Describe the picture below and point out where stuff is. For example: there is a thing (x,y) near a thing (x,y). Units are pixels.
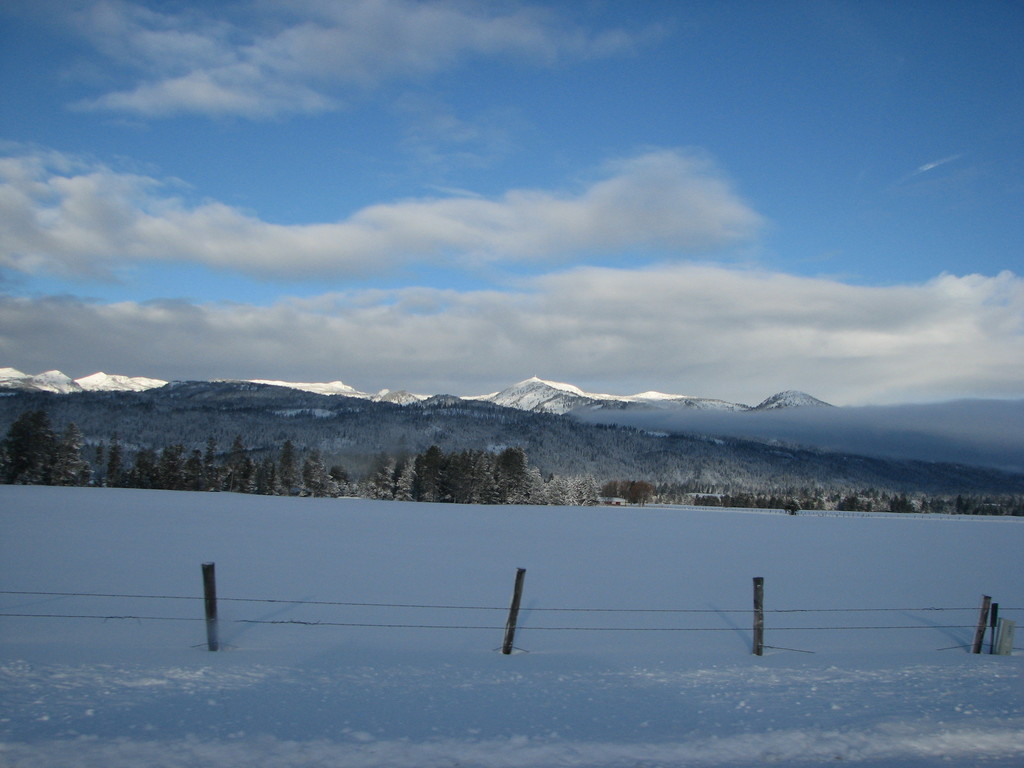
In this image there is a snow ground (413,602) in the bottom of this image (387,583) and there are some trees (552,489) in the background (413,501). There are some mountains (518,410) in middle of this image (347,419) and there is a cloudy sky (434,236) on the top of this image (367,186).
